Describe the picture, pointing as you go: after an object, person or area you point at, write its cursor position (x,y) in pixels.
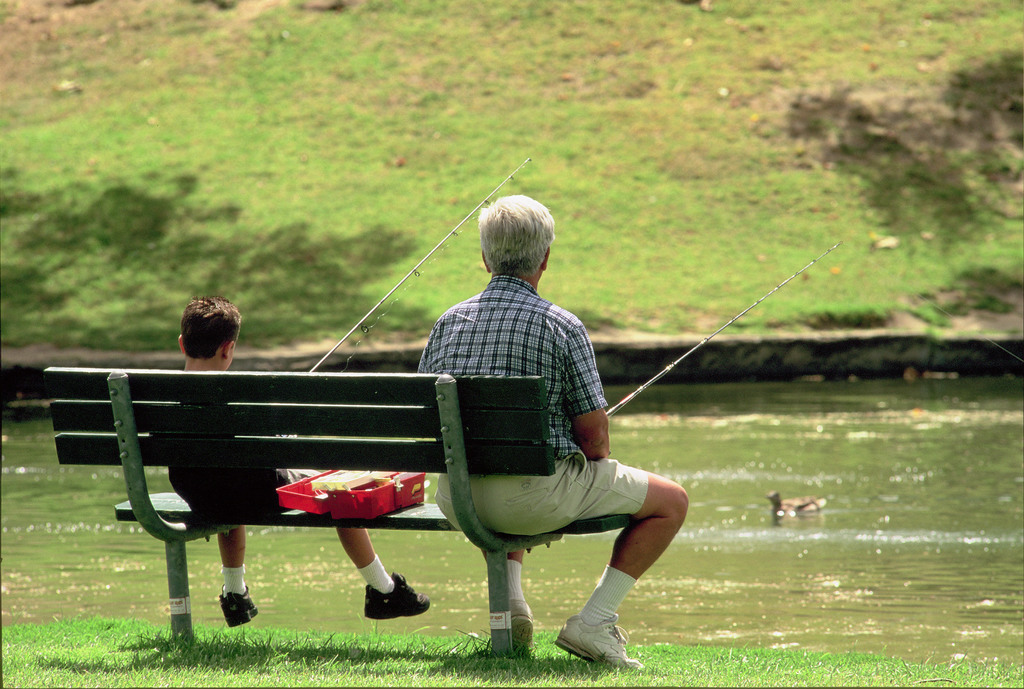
In this picture there is a man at the right side of the image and there is a boy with him, they are sitting on the bench (446,519), it seems to be they are fishing and there is a grass floor (771,676) and there are some shadows (16,278) around the area of the image.
